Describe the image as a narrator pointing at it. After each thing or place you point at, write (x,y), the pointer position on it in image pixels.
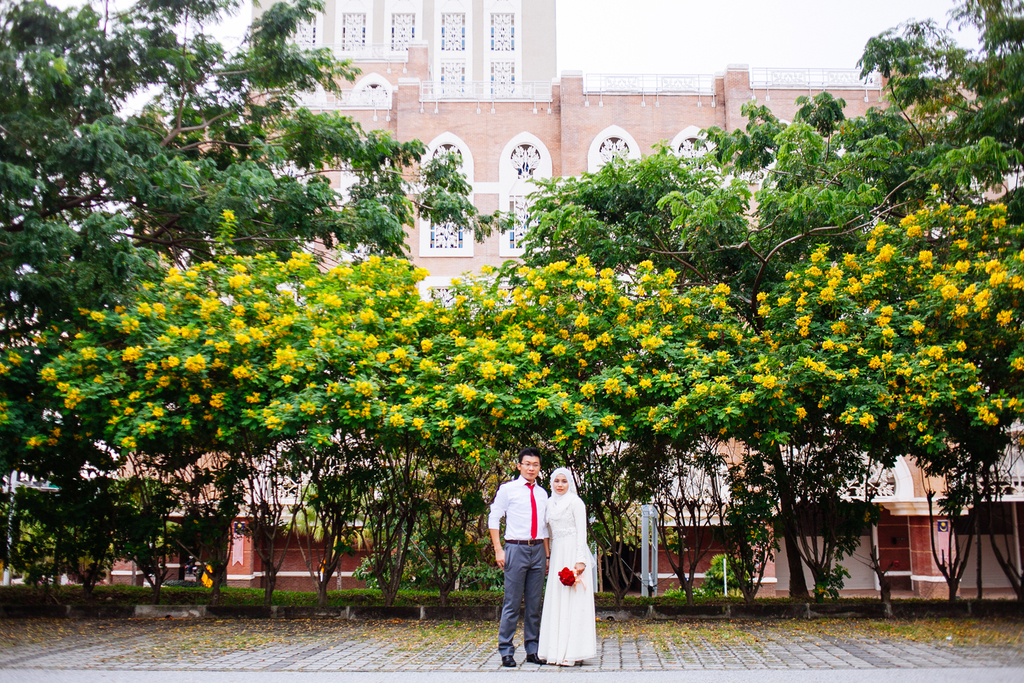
In the background (358,16) we can see a building (270,486). We can see the wall (212,489), trees (327,493), grass (22,587) and objects (657,553). In this picture we can see a man (511,503) and a woman (554,521) standing on the pathway (518,661). We can see a woman (586,591) holding flowers (564,579).
